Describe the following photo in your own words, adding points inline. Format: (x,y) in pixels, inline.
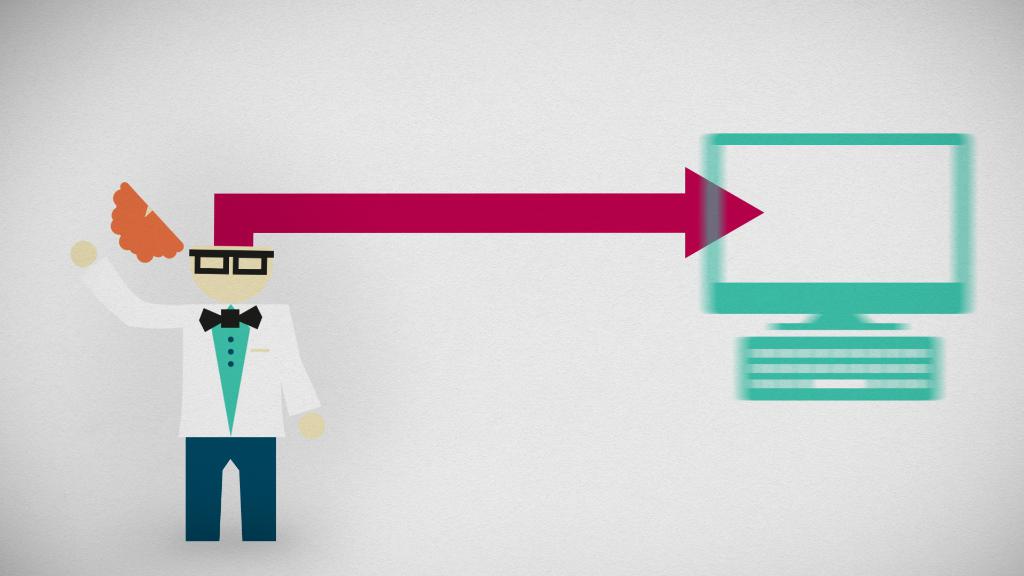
This is animated picture, in this picture we can see a person (199,361) and we can see monitor (783,207) and keyboard (838,359).
